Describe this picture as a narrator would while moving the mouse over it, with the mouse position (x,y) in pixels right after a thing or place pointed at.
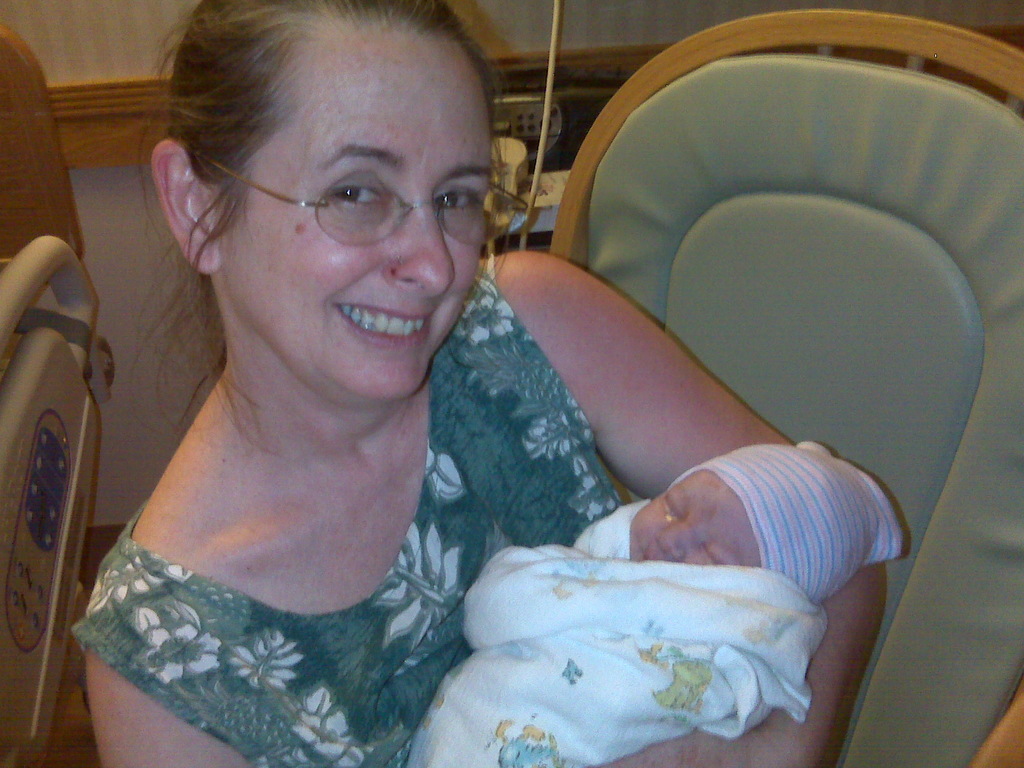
In this image we can see a lady (460,435) sitting on the chair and holding a baby (619,568) with a smile (350,324) on her face (387,305), beside her there is a stretcher (89,449), behind her there are few objects (522,174).
